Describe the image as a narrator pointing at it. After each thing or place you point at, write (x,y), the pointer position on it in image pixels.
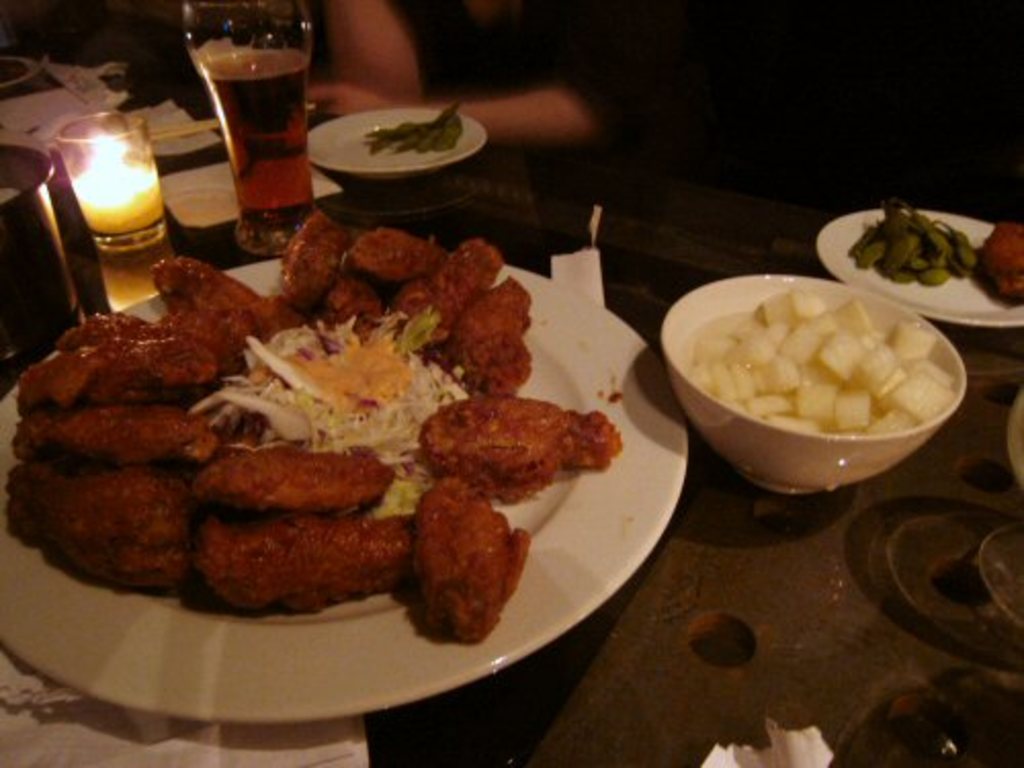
In this picture we can see a person (477,63) in front of a table (746,527), we can see some plates (646,452), a bowl (817,436), a glass of drink (230,69), papers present on the table (689,285), we can see some food (302,353) present in these plates (387,160).
